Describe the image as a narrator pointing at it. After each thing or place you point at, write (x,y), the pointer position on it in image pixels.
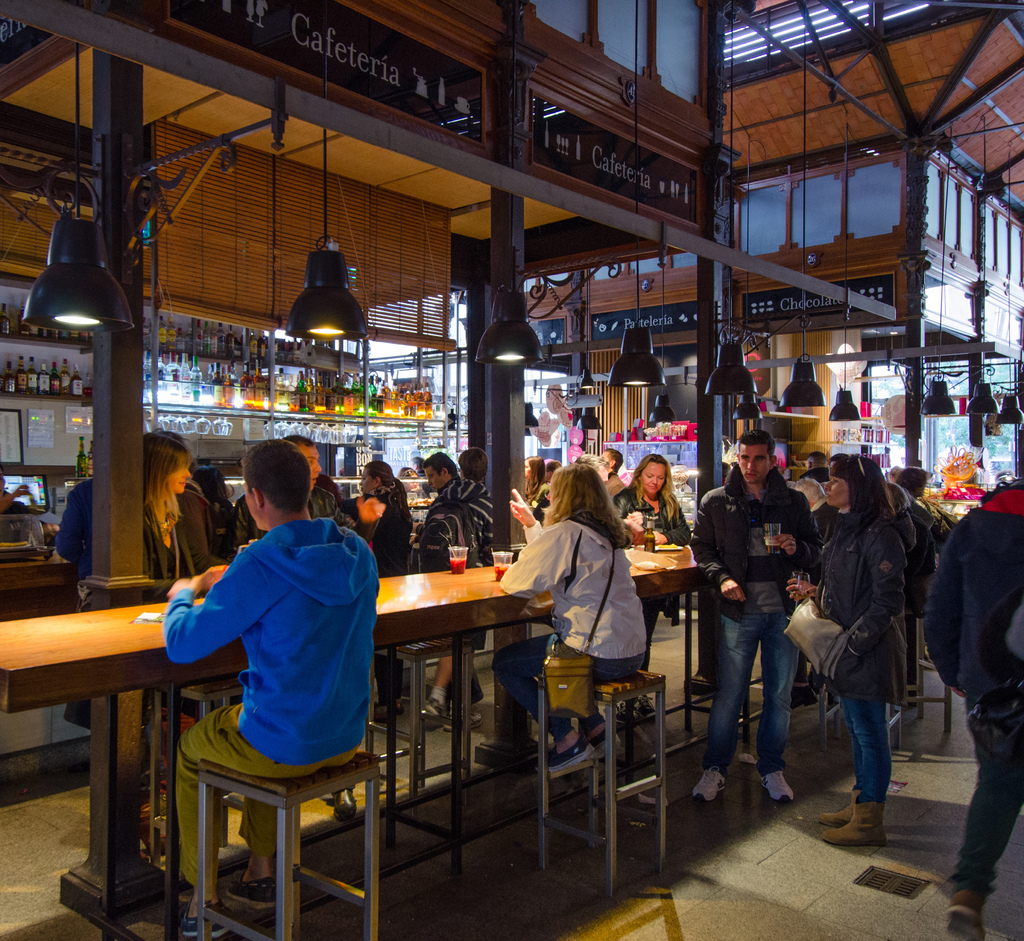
people (197,621) are sitting on the chairs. on the tables (494,589) there are glasses (493,564). this is a building (482,257) named cafeteria. inside the building (123,365) there are bottles (252,400) in the shelves (229,385). people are walking on the walk way (743,767).
